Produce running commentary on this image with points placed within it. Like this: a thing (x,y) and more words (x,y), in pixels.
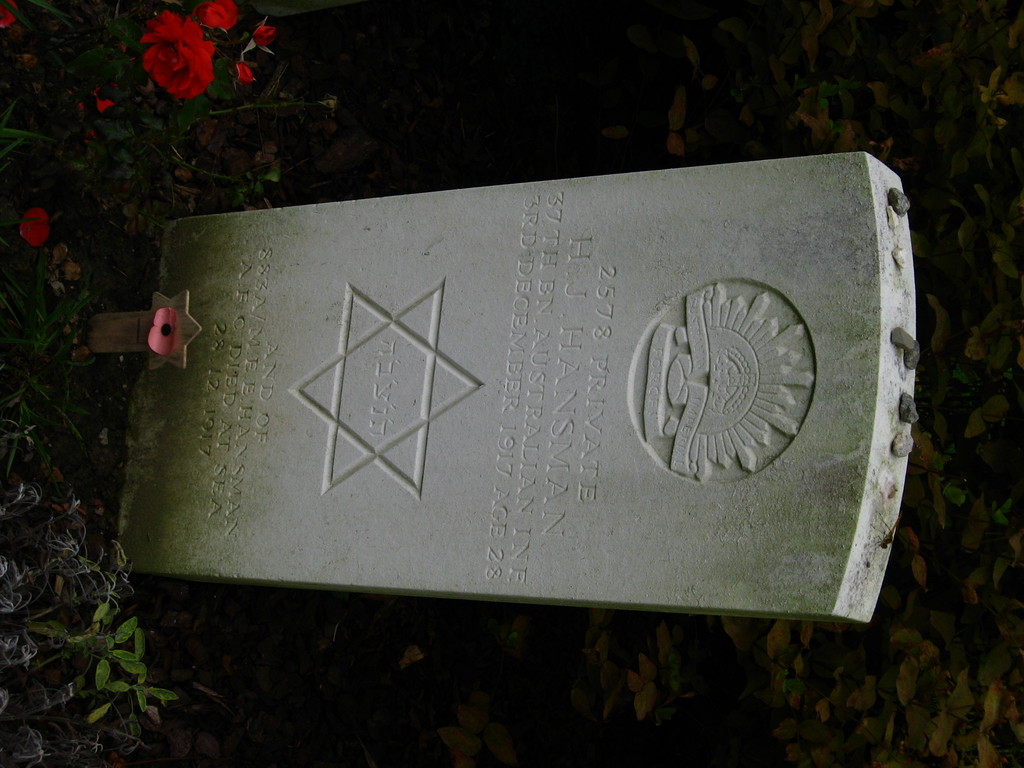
In this picture we can see gravestone (486,427). On the top left corner (258,102) we can see red roses (166,46). On the bottom (304,721) we can see dry leaves (344,692) and grass (128,672).
